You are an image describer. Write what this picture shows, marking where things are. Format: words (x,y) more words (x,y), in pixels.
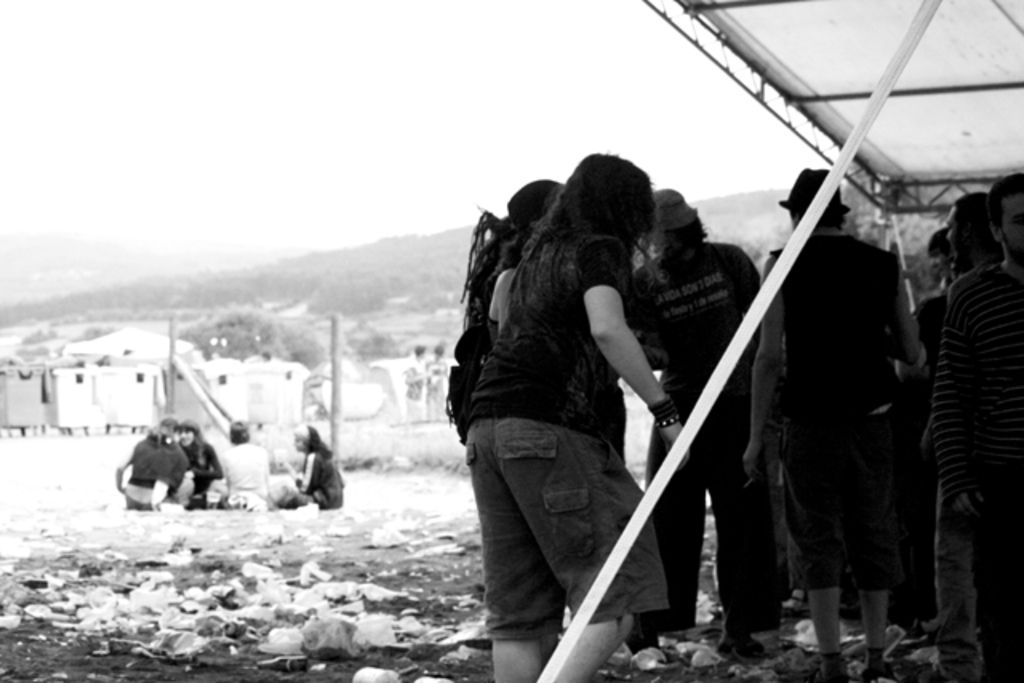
In this image there is the sky (346,96), there are mountains (302,254) truncated towards the left of the image (50,289), there are trees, there are objects (221,378) on the ground (107,531), there are persons (237,466) sitting on the ground (393,575), there are poles (336,389), there are group of persons (723,337), there is a person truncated towards the right of the image (980,357), there are persons (602,502) truncated towards the bottom of the image (548,671), there is an object (820,98) truncated towards the top of the image (841,18), there is an object (1002,128) truncated towards the right of the image (909,34), there is an object (560,665) truncated towards the bottom of the image (593,609).
